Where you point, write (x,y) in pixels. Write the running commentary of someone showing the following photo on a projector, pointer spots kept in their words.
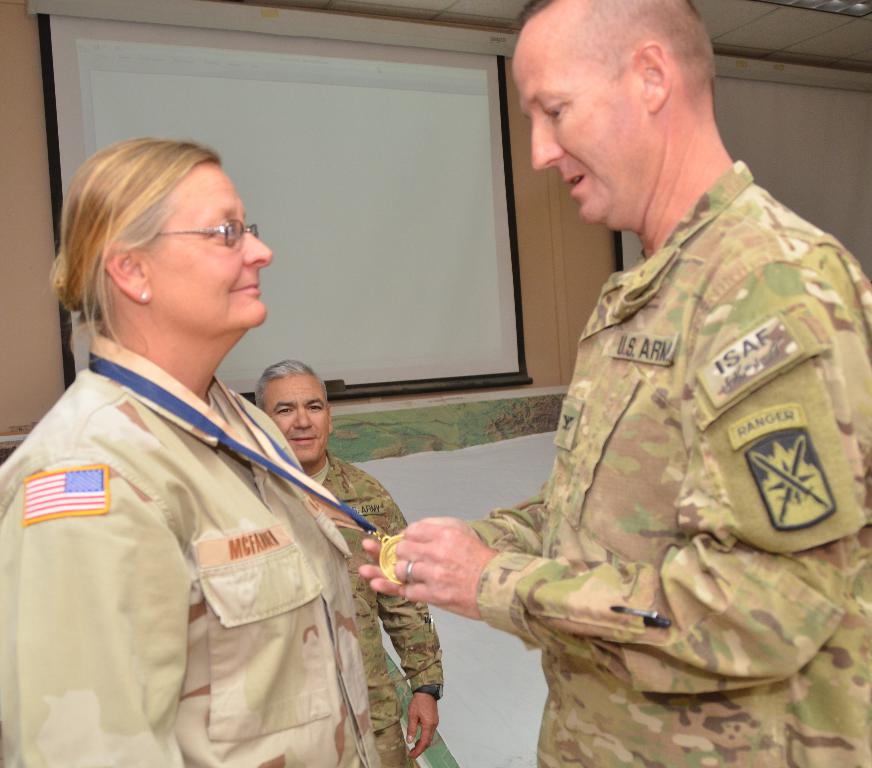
In this picture we can see three people (357,472) and a woman (222,612) wore a medal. In the background (413,230) we can see the wall (598,280), ceiling (779,17) and screens (444,308).
